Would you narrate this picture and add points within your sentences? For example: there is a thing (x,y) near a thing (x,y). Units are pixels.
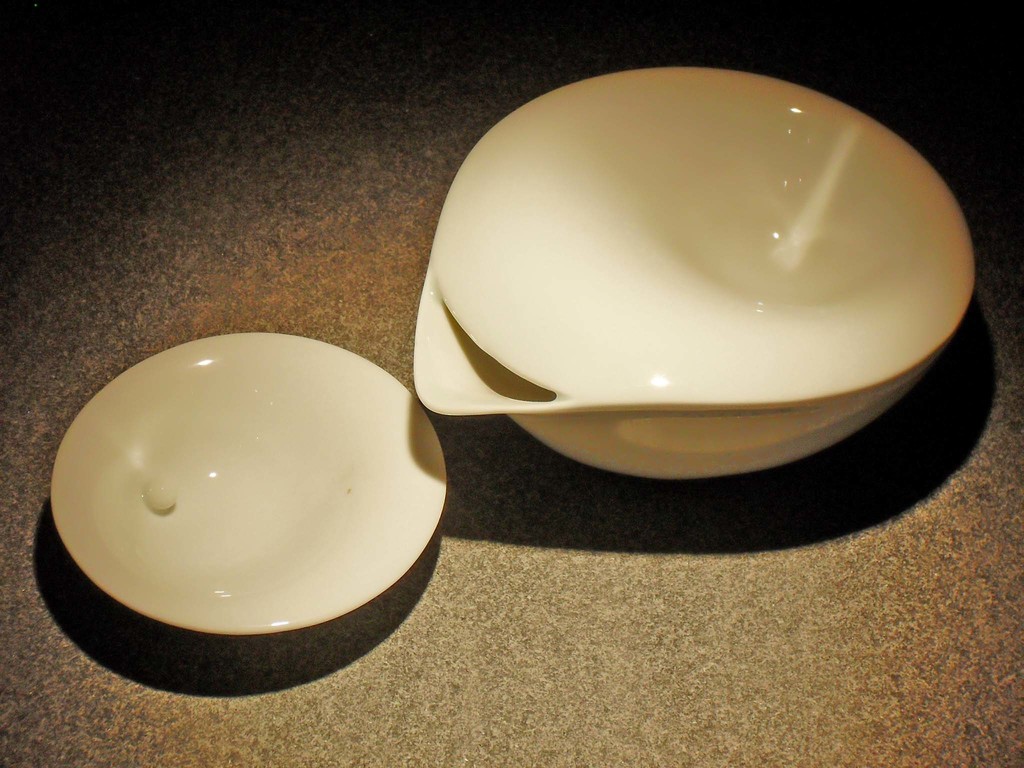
In this picture we can see a bowl (633,298) and a plate (328,603) on the platform (513,739).
